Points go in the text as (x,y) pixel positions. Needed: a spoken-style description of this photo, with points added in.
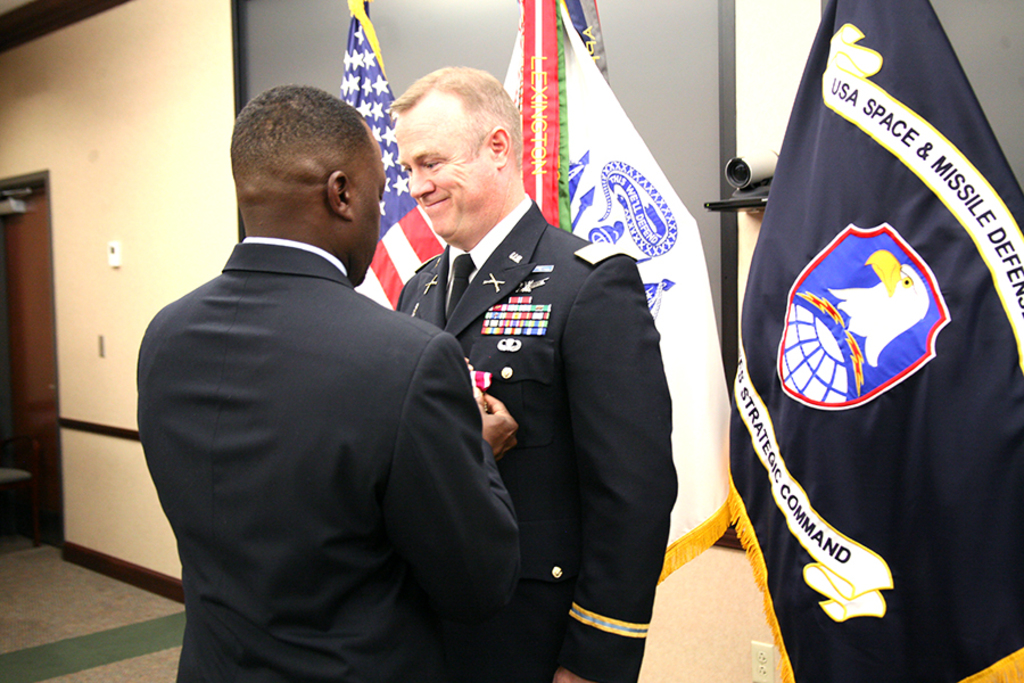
This picture is taken inside the room (139,241). In this image, in the middle (575,292), we can see two men (390,339) wearing a black color dress (563,667). On the right side (946,583), we can see a black color flag (867,143). In the background (519,79), we can also see two flags (390,182). On the left side (39,202), we can see a door (39,296) which is closed and a wall (184,264).
